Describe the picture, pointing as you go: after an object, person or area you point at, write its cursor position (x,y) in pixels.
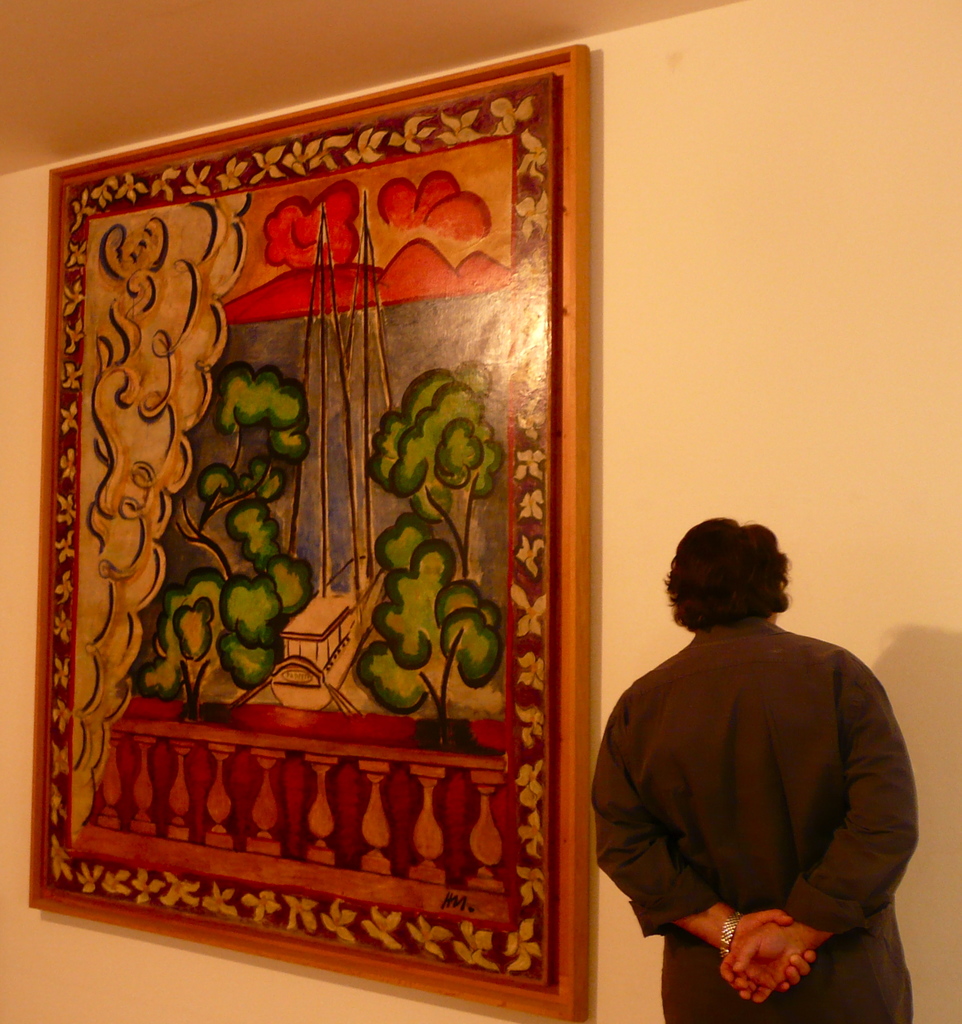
In the foreground of this picture (680,812), there is a man (760,836) in brown shirt (732,716) and brown pant (878,976) standing near a wall (895,594) and we can also see a painted frame (324,271) attached to the wall (677,121).
